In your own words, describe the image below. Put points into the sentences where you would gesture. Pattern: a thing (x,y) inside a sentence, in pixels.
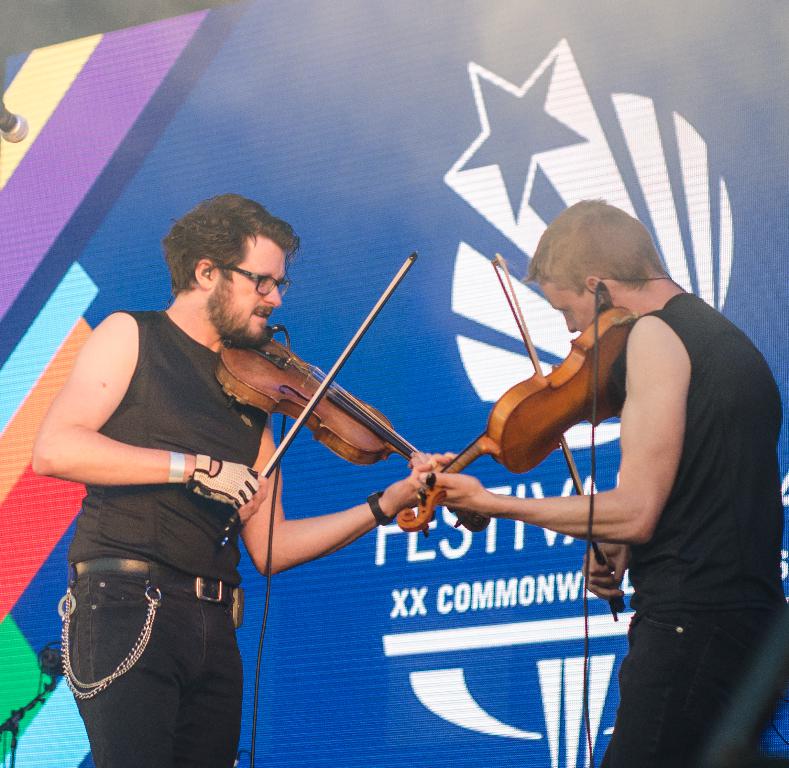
there are two mans (237,421) playing a violin (462,522) and wearing black costumes (114,613). behind them there is a logo (559,550) showing festival on a banner (628,610).
